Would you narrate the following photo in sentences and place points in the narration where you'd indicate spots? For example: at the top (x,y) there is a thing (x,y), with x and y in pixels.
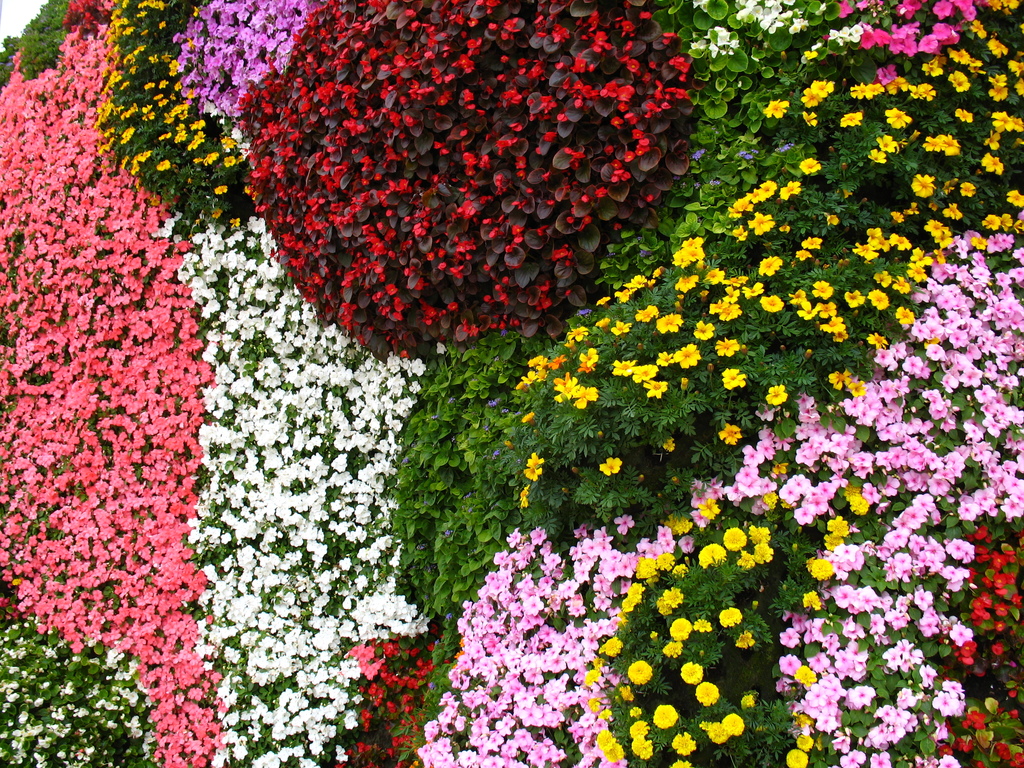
In the image there are beautiful flowers (403,386) to the plants (477,276), they are of different colors.
